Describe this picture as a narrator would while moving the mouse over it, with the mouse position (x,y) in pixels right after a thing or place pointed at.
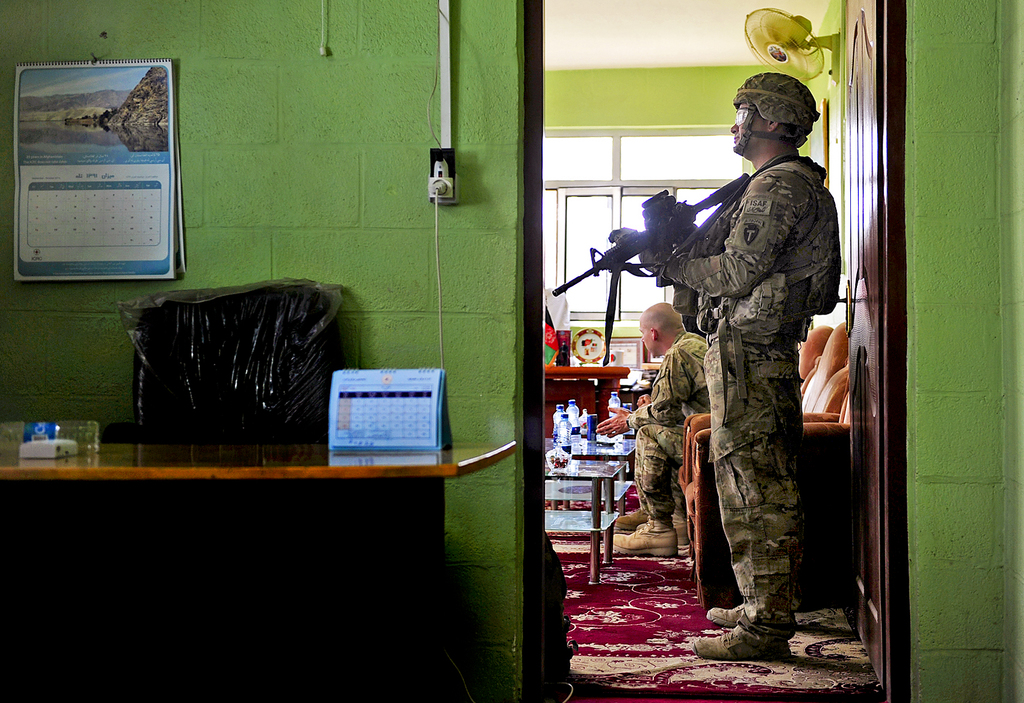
There is a soldier (759,214) standing with a gun (631,254) in his hand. There is another one sitting in the sofa (698,436). He is looking at a table (561,379) to the right corner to him. There are few bottles (571,417) placed in front of him. There is fan (785,54) at top (785,54). There is a chair (212,417) and a table (199,460) beside the door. The walls (314,52) are painted green. There is a calendar (68,131) nailed to the wall (196,110).
